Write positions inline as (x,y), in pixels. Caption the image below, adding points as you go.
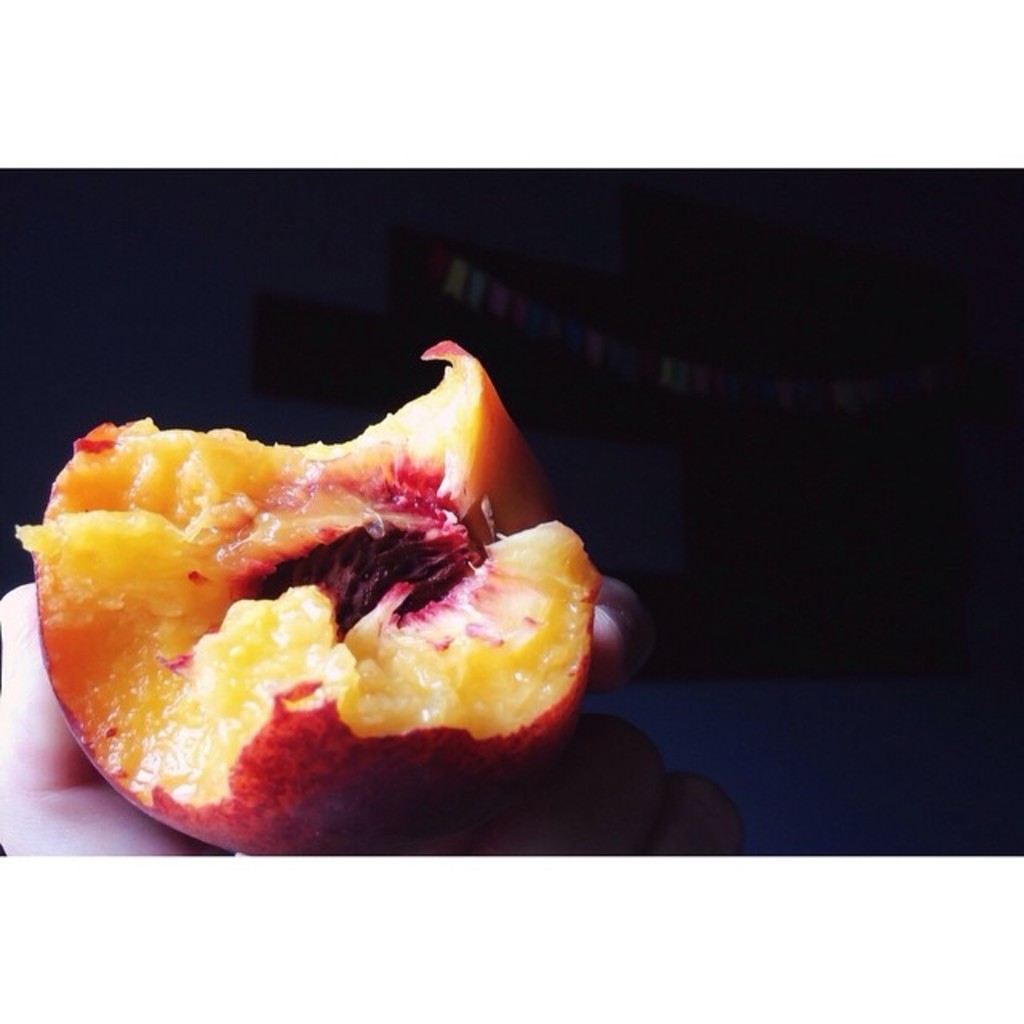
In this image there is a fruit (300,612) on the hand (51,805). In the background (633,271) it is dark.
